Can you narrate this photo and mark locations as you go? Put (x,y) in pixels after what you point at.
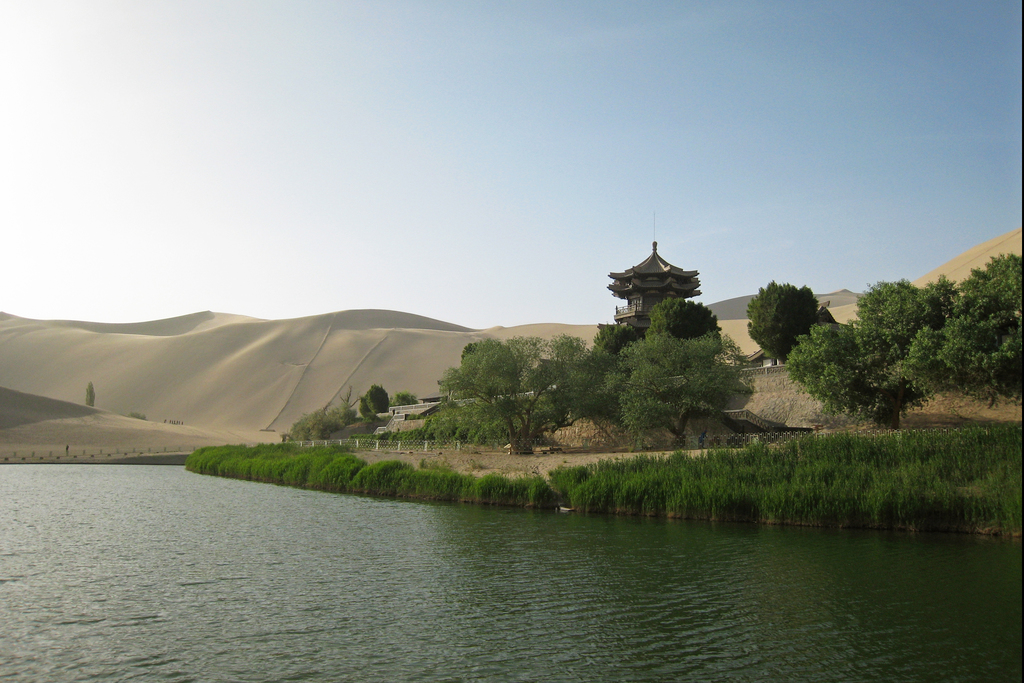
In this image we can see some water (219,528), grass (683,484), some plants (644,508) and in the background of the image (660,289) there are some trees (671,317), pagoda (633,296), sand mountains (203,378) and top of the image (343,222) there is clear sky (343,222).
